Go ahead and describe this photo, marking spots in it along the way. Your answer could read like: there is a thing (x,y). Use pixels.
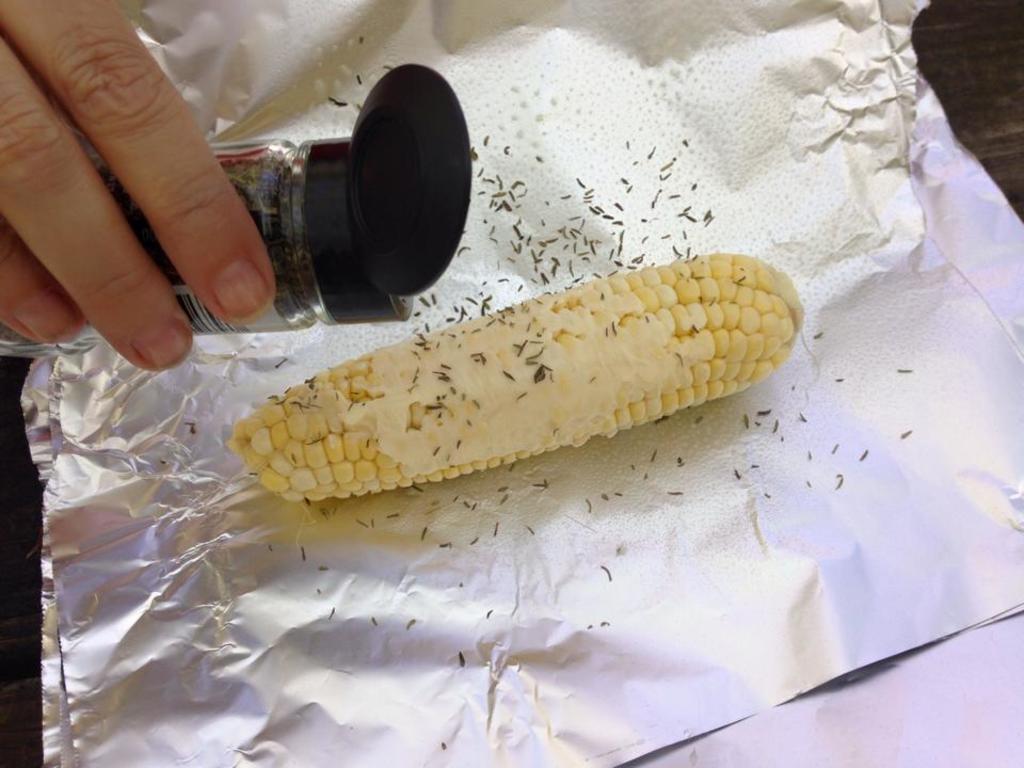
In this image I can see a person (250,230) is holding a bottle (329,243) in hand (243,267) and a corn vegetable (520,317) on a foil (493,615) and dried herbs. This image is taken may be in a room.
